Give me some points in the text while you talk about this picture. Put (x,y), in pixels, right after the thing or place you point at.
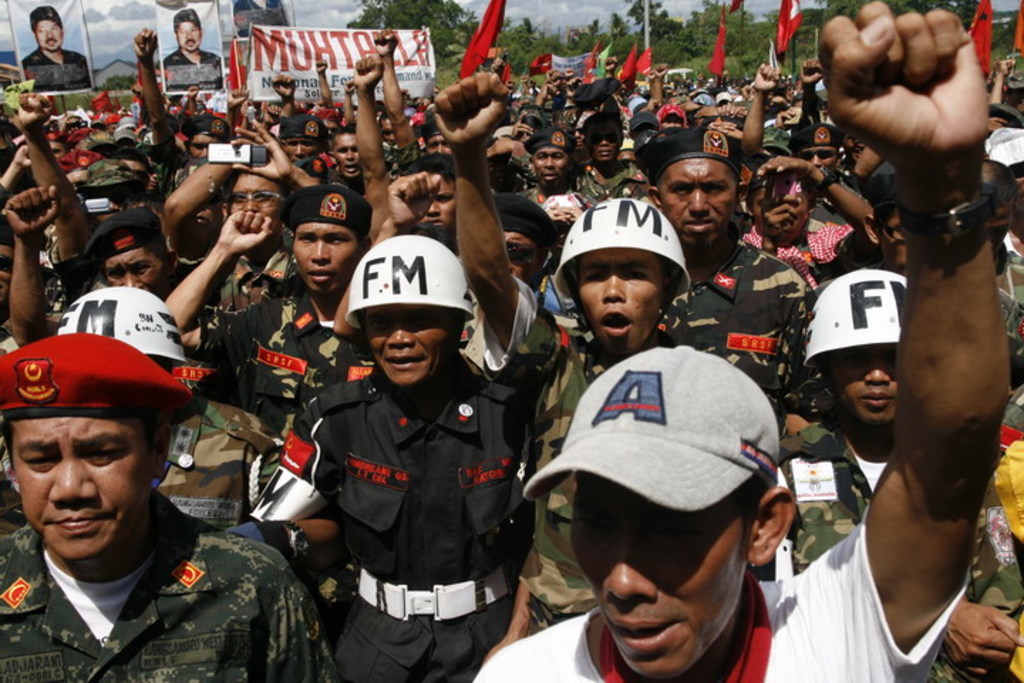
In the image there are many people (504,249) standing with caps (325,206) and helmets (390,257) on their heads (330,232). They are holding banners (269,42) and posters (51,50) of a person (185,53) in their hands (378,42). In the background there are trees (505,48).
